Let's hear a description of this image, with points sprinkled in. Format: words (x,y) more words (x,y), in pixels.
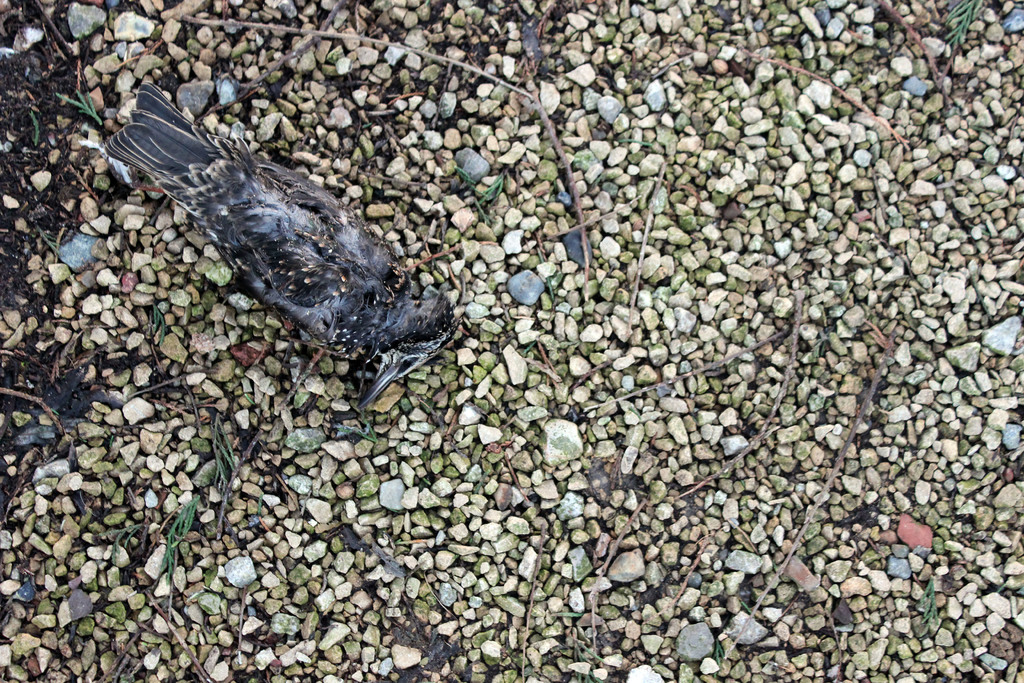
In this image I can see the bird (400,368) in black and gray color and I can also see few stones (299,567).
